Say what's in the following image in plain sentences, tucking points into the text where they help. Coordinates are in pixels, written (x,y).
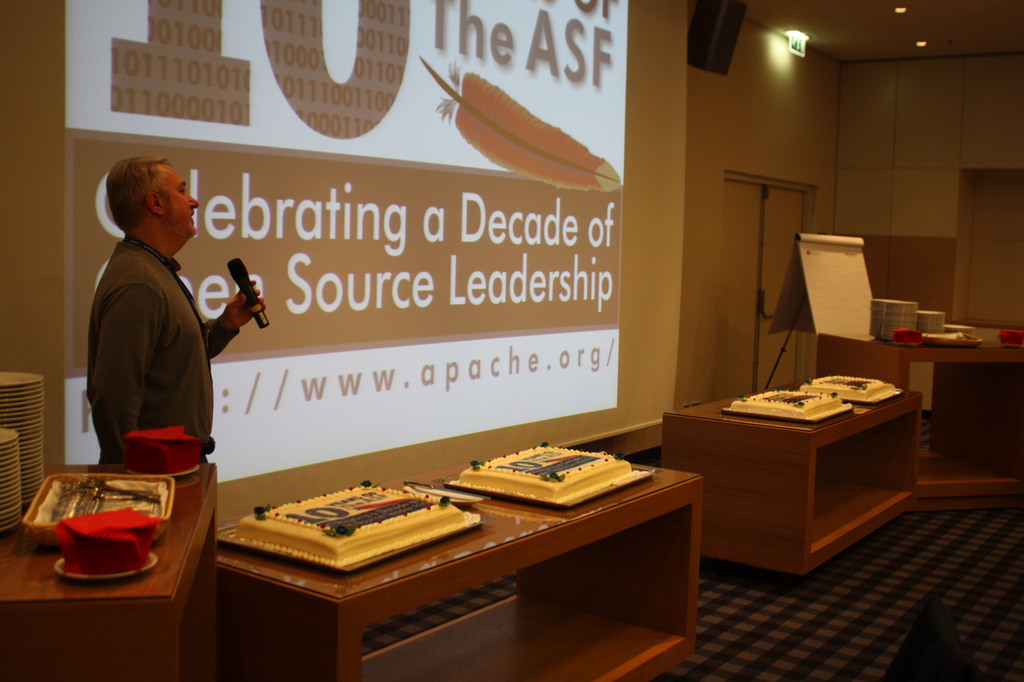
In this image we can see a man (182,357) is standing. He is wearing shirt (203,335) and holding mic (244,282) in his hand (231,310). In front of him tables (737,511) are there. On tables (696,442) cakes (784,395) are present. Behind him big screen (363,84) is there. Right side of the image (980,442) one table (978,375) is there. On table (963,393) plate (907,309) are arranged. Behind the table (988,350) stand (808,283) and board (815,319) is present. And one door (763,235) is there. Left bottom of the image (140,640) one more table (105,618) is there. On table (72,586) spoon (88,508), plates (14,471) and red color things (92,552) are present.
